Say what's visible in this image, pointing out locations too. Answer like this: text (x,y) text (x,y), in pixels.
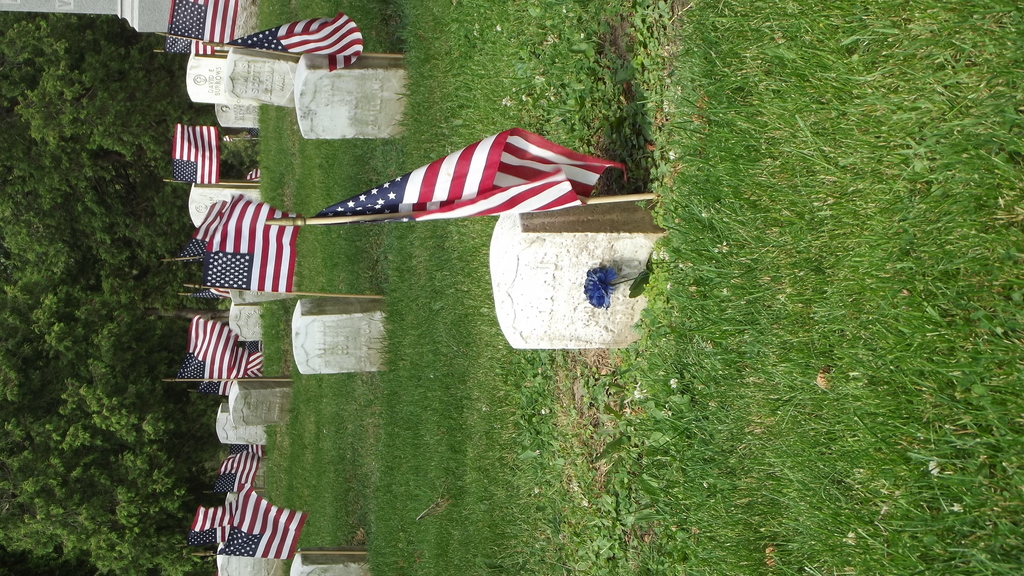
In the center of the picture (571,268) there are gravestones (289,93), flags (235,17) and grass (437,252). On the left (48,299) there are trees (112,138). On the right (811,312) it is grass (825,264).
